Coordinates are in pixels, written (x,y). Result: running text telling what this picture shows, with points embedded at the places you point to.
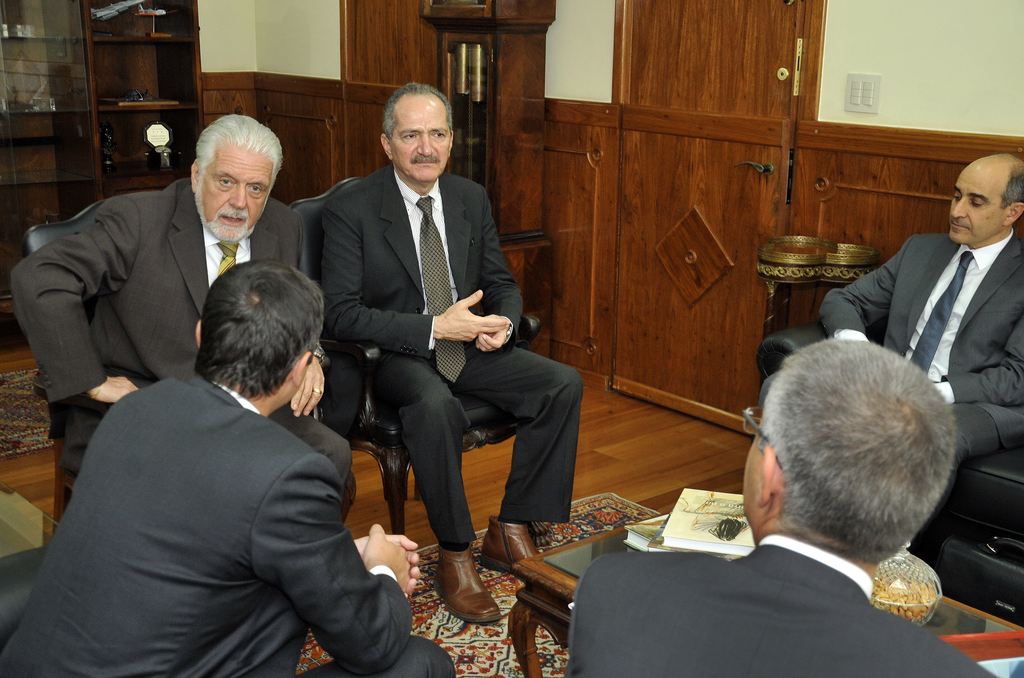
In this image we can see few people (499,383) sitting on chairs (385,433) and a person (956,435) sitting on the couch (1007,495), there is a table (565,580), on the table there are books (661,541) and an object (910,601), there is a stand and an object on the stand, there is a cupboard (80,92), shelf (126,86) with few objects (134,92) and a door (658,119) and white color object (865,86) looks like switch board (850,84) to the wall (584,35).
